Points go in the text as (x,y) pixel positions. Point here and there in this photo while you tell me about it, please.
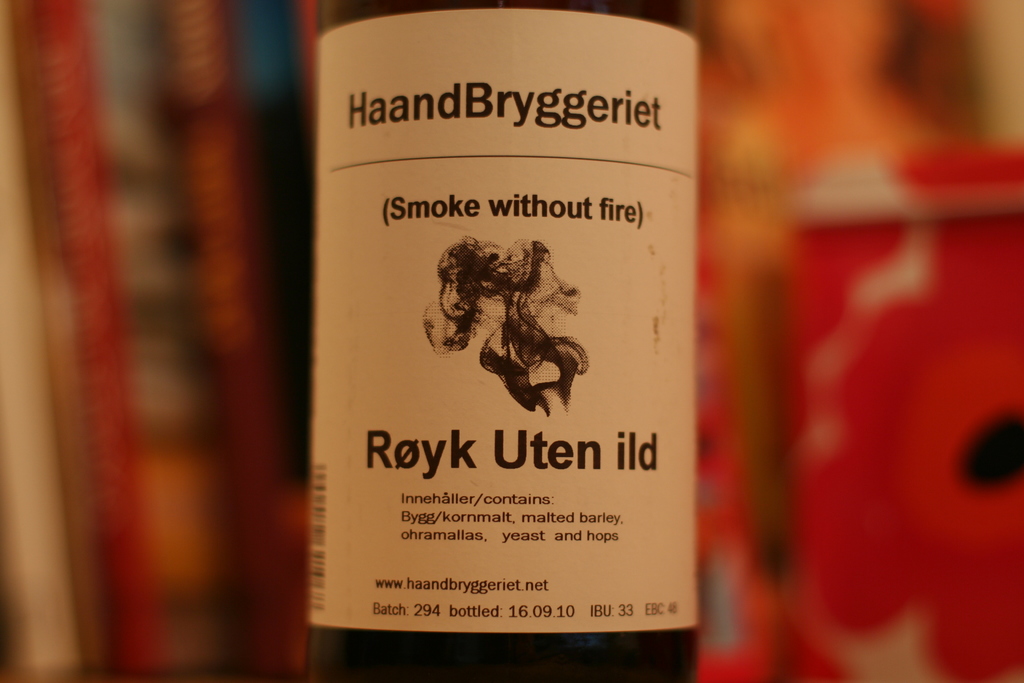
In this image we can see a bottle (365,629) and label (464,337) is attached to the bottle (446,316).
